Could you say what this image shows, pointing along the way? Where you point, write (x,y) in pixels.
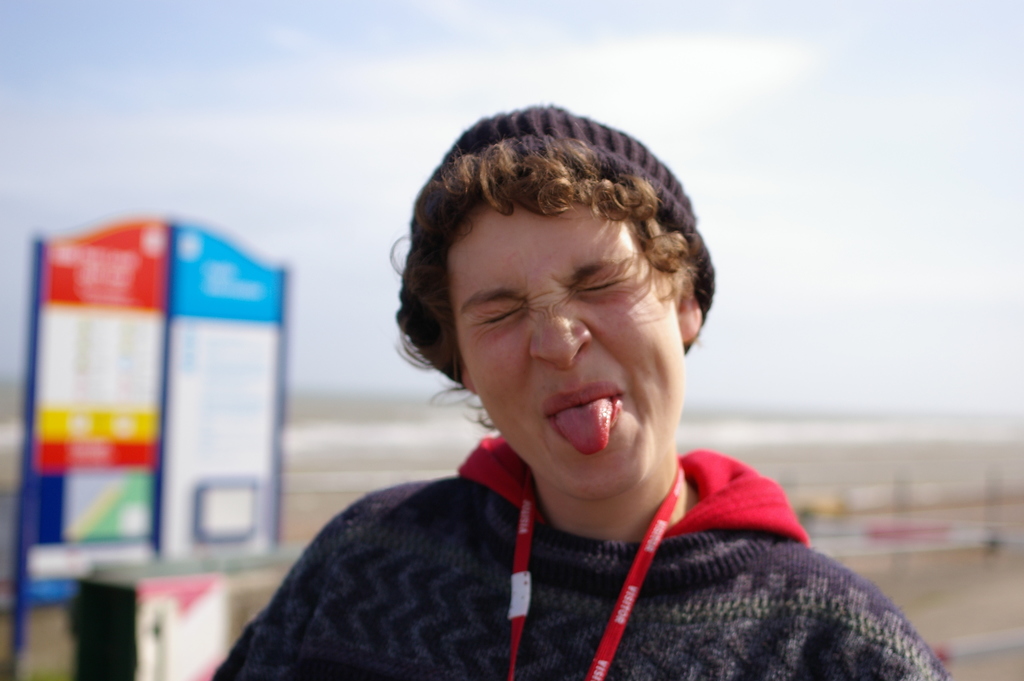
In this I can see a woman (658,450) is showing her tongue (602,446), she wore sweater (609,581), cap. On the left side (191,349) it looks like a board (163,360), at the top (317,79) it is the sky (317,79).
